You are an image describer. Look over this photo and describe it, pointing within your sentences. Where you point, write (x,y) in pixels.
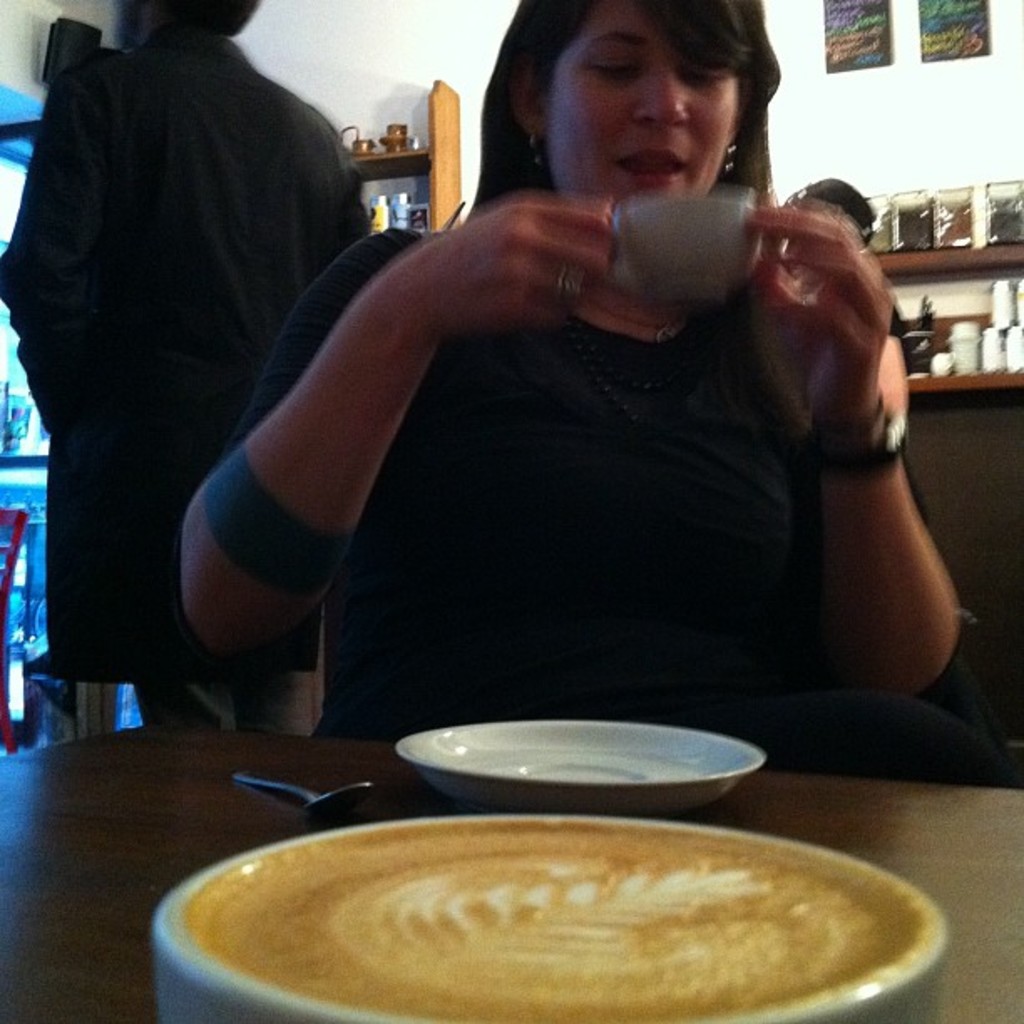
In this image I see a woman (853,605) who is sitting and she is holding a cup (627,216) and I see a table (1013,999) in front of her on which there is a plate (610,773), another cup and the spoon (366,783). In the background (988,229) I see a person (207,17) over here and I see few things (954,239) on the racks (967,272) and on the wall (948,176) I see 2 papers (965,48).
